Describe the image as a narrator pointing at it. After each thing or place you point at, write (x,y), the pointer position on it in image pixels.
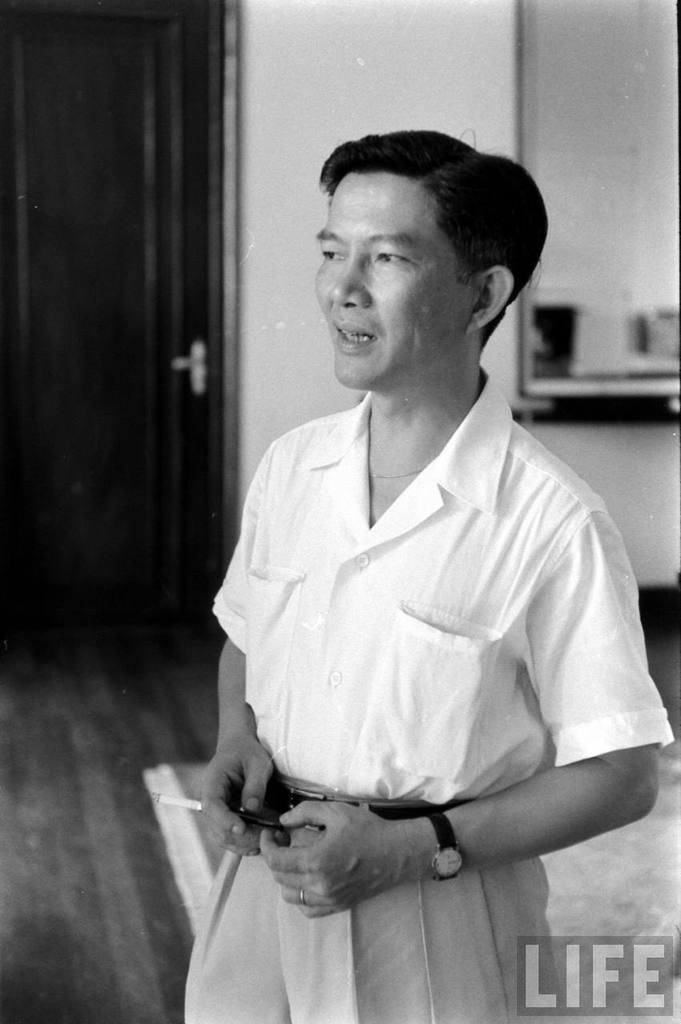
In this black and white picture a person (450,686) wearing a shirt (448,470) is holding a cigarette (192,802) in his hand (205,800). He is standing on the floor (34,901) having a carpet (608,913). Left side (17,528) there is a door (162,446) to the wall (441,113).
